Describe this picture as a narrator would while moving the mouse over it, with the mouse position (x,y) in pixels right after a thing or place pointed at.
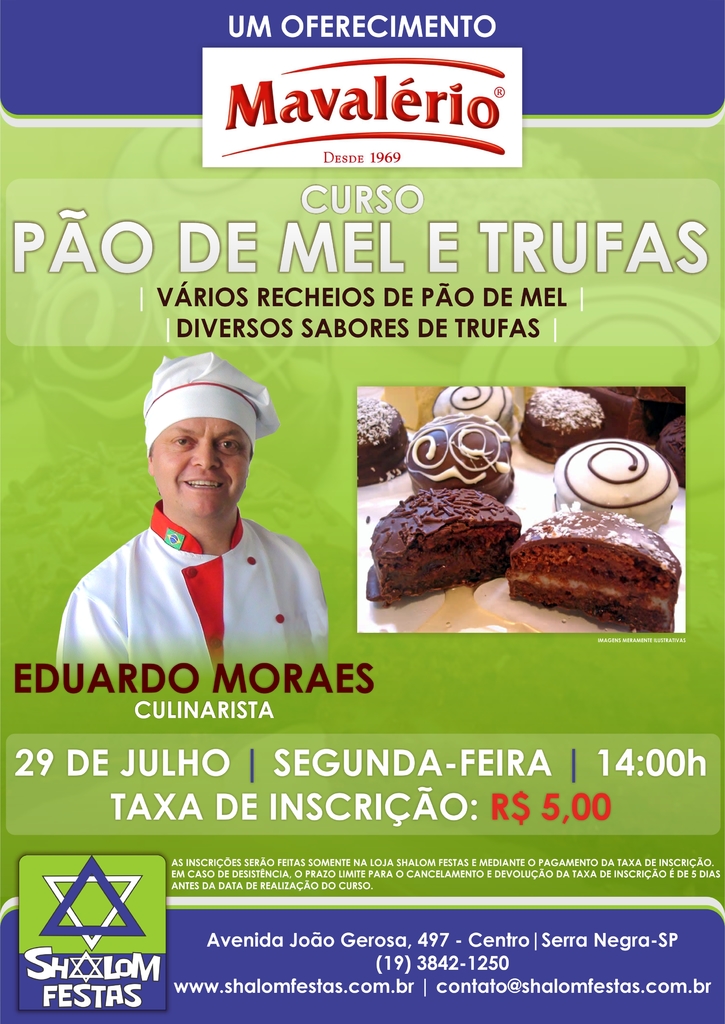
In this image I can see a person (283,581) wearing white and red color dress (289,606). I can see few cakes (534,446) and something is written on it. Background (652,318) is in green, blue and white color.
